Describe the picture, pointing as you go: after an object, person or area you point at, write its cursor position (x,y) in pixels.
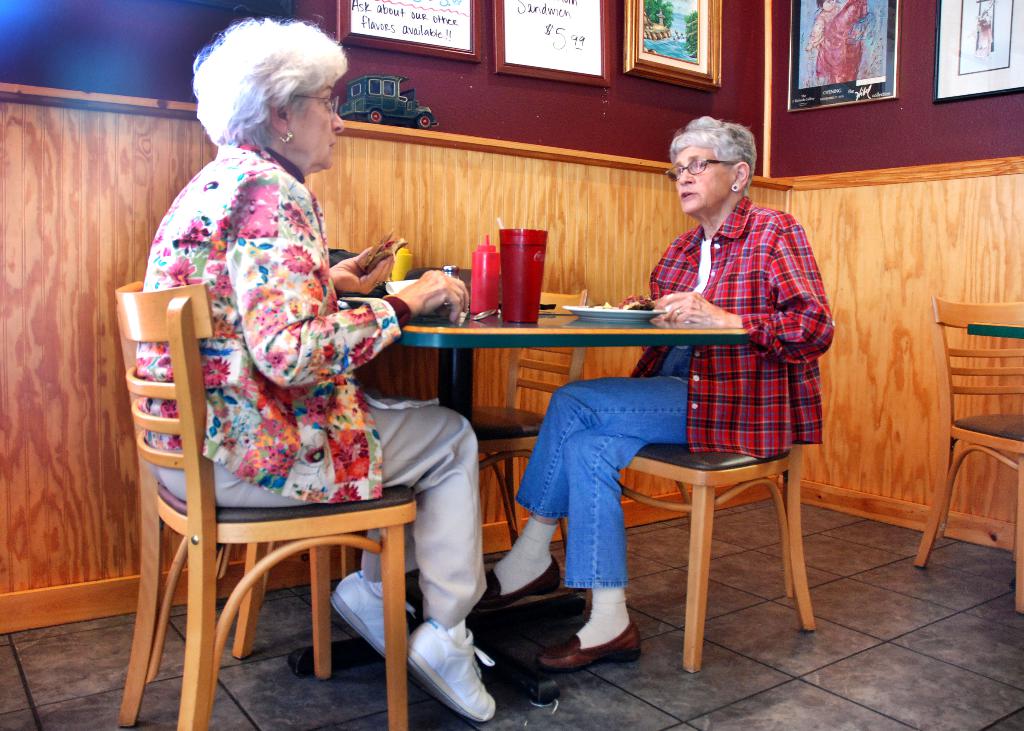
This image is taken inside a room (905,269). In this image there are two women (249,409) sitting on the chairs (202,598) and having food (388,257) which is on the table (630,329) and plate (633,313). In the right side of the image (1018,564) there is an empty chair (947,477). In the bottom of the image (521,692) there is a floor (854,631). In the middle of the image (546,330) there is a table (555,339) with many things (478,296) on it. In the background (13,233) there is a wall (68,138) which is made of wood (454,172) and there are many picture frames (586,40) with a text (443,30) on it and there is a toy car (417,122) on the wall (406,140).
